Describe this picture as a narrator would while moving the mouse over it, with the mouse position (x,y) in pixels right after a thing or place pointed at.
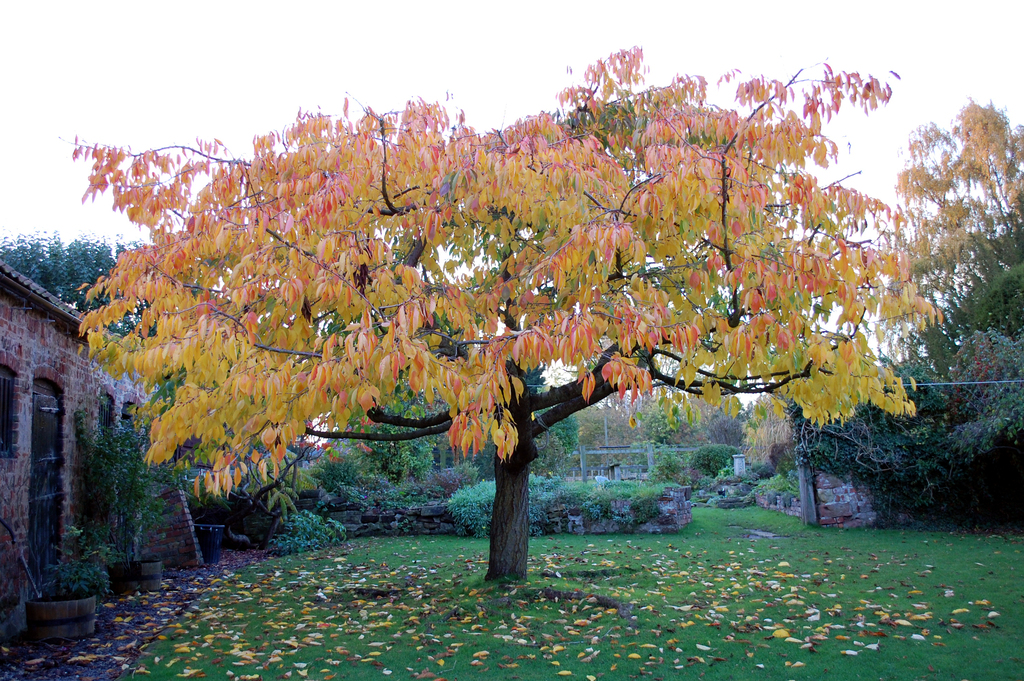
In the center of the image (402,367) we can see a tree (467,416). We can also see some grass (456,633), dried leaves (457,619), plants (107,489) in a pot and a wall (628,505). On the left side (165,519) we can see a building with windows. On the backside (443,33) we can see some trees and the sky (496,87) which looks cloudy.
